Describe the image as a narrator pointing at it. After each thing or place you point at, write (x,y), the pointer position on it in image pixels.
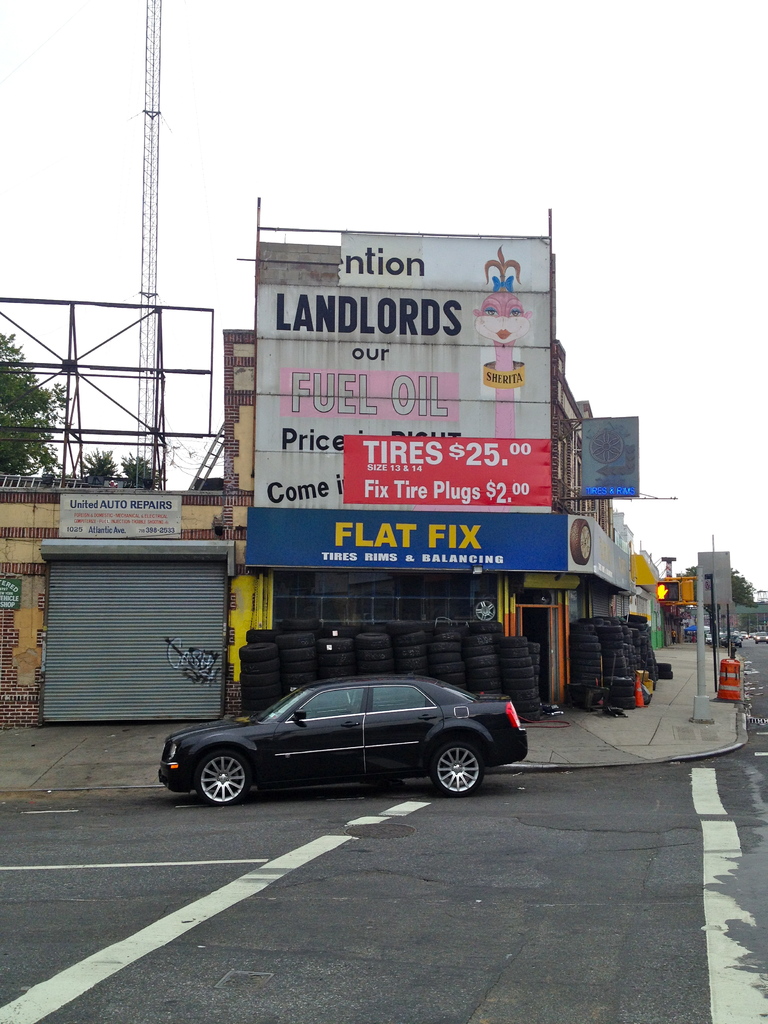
In this image we can see the buildings (488,582), trees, hoardings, poles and also a tower (145,219). We can also see the shutter (155,686) and also many tyres (523,684). We can see the path (658,709). We can also see a black color car (476,745) on the road (302,828). We can see the traffic light board (666,595).
